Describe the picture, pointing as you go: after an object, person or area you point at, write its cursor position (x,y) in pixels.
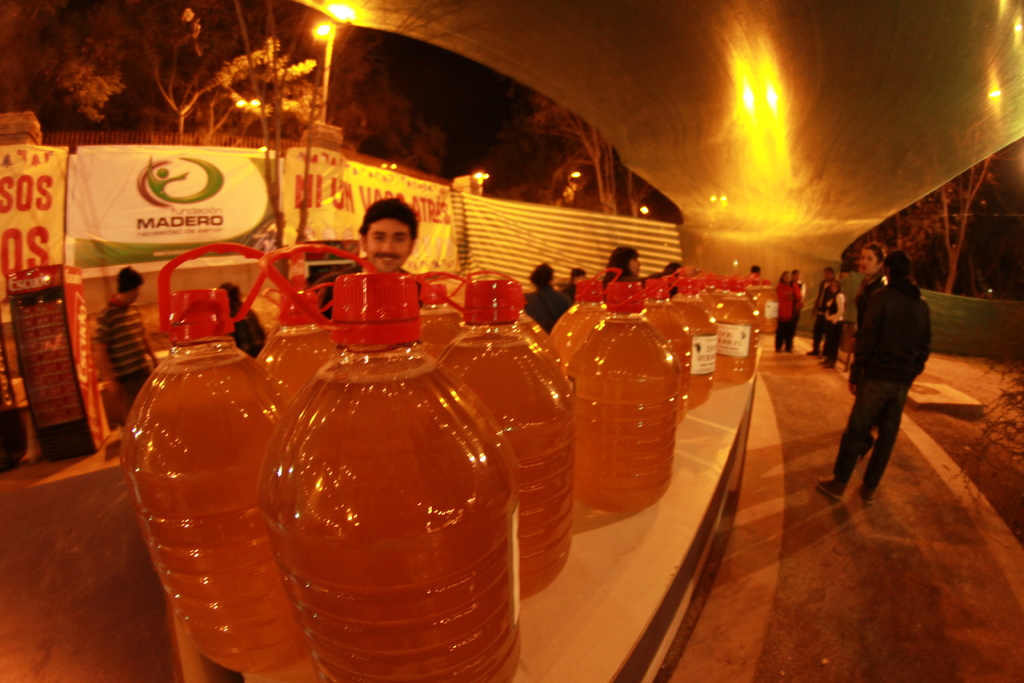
bottles (455,460) with red cap (400,321) are filled with liquid (381,452) are placed on the table (604,556). behind them there are people (580,274) standing. behind the people (383,249) there are banners (133,230). on a banner (135,233) madero is written. behind them trees (104,85) are there.
